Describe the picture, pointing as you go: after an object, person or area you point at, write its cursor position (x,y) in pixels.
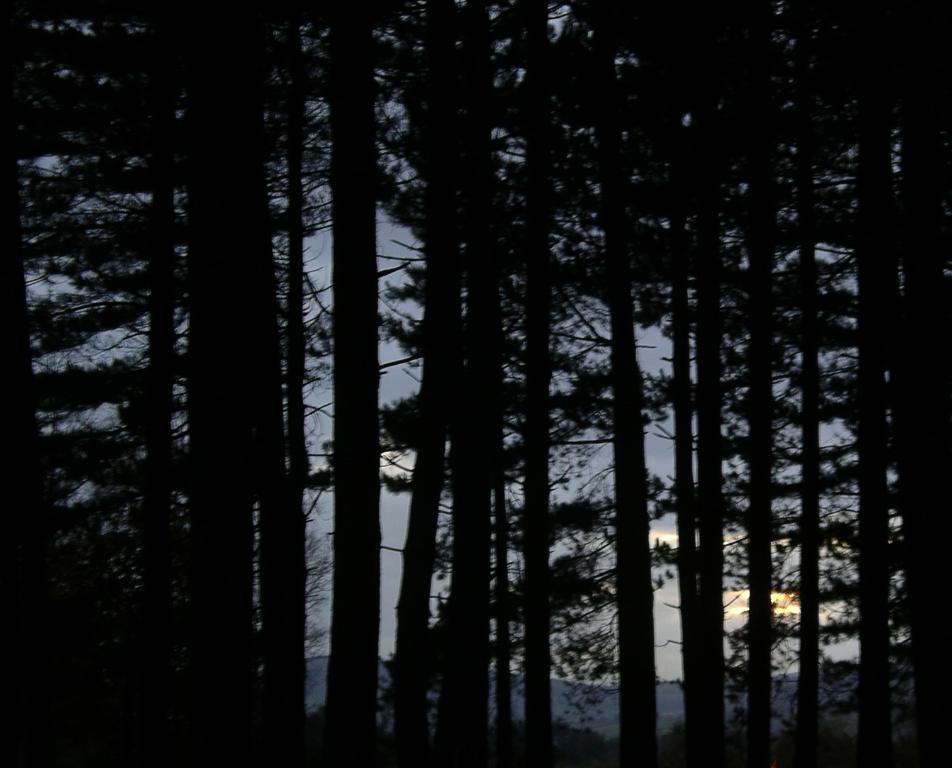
In this picture we can see there are trees (369,235) and behind the trees (406,665) there is a sky (76,361).
